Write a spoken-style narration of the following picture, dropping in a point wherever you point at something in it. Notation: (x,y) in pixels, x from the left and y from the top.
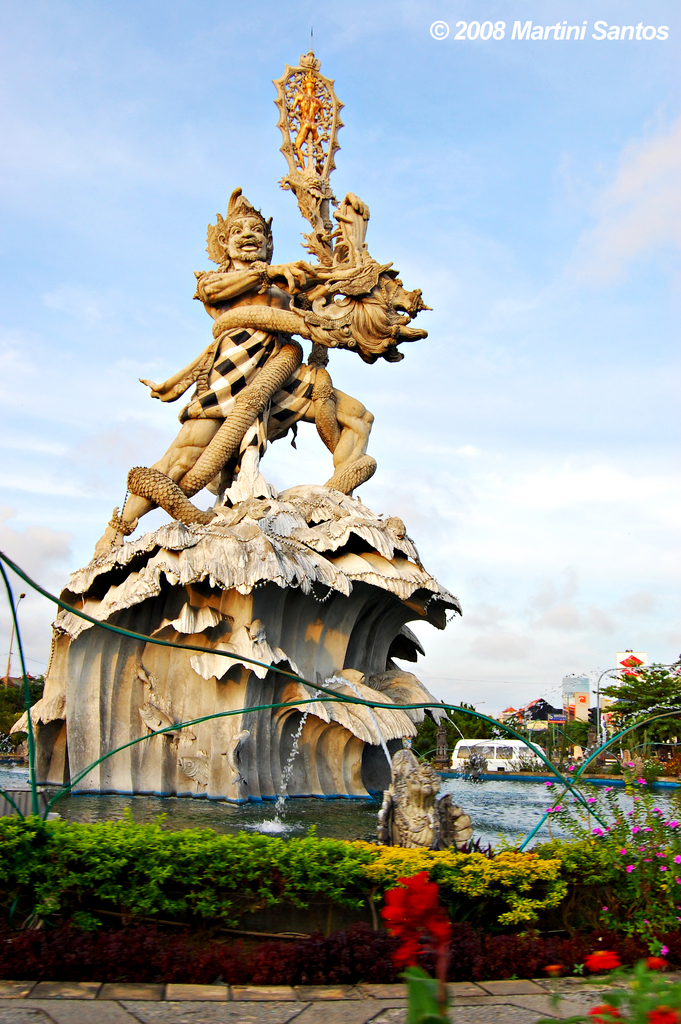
In the picture we can see a sculpture (85,686) on the fountain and around it we can see the water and plants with flowers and in the background (632,127) we can see the sky (472,303) with clouds (470,502).
